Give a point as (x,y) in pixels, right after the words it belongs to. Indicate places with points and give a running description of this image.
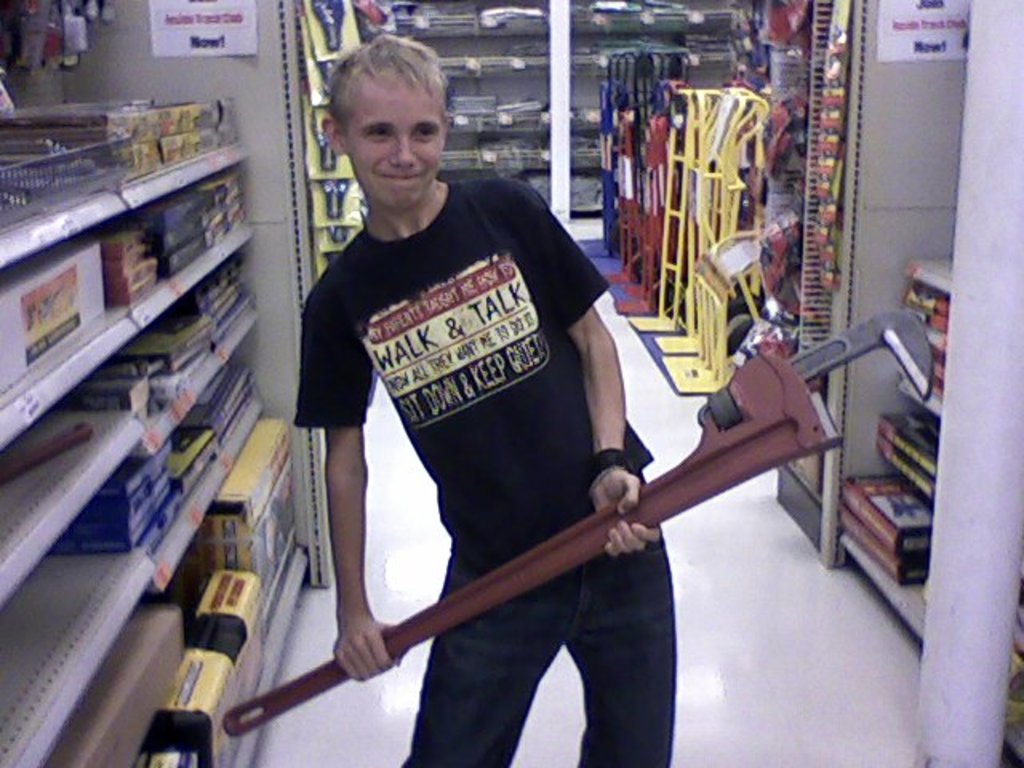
In this image, we can see a person (540,393) standing and holding an object (711,434), we can see racks (668,44) and there are some objects (659,287) kept in the racks (452,24).
